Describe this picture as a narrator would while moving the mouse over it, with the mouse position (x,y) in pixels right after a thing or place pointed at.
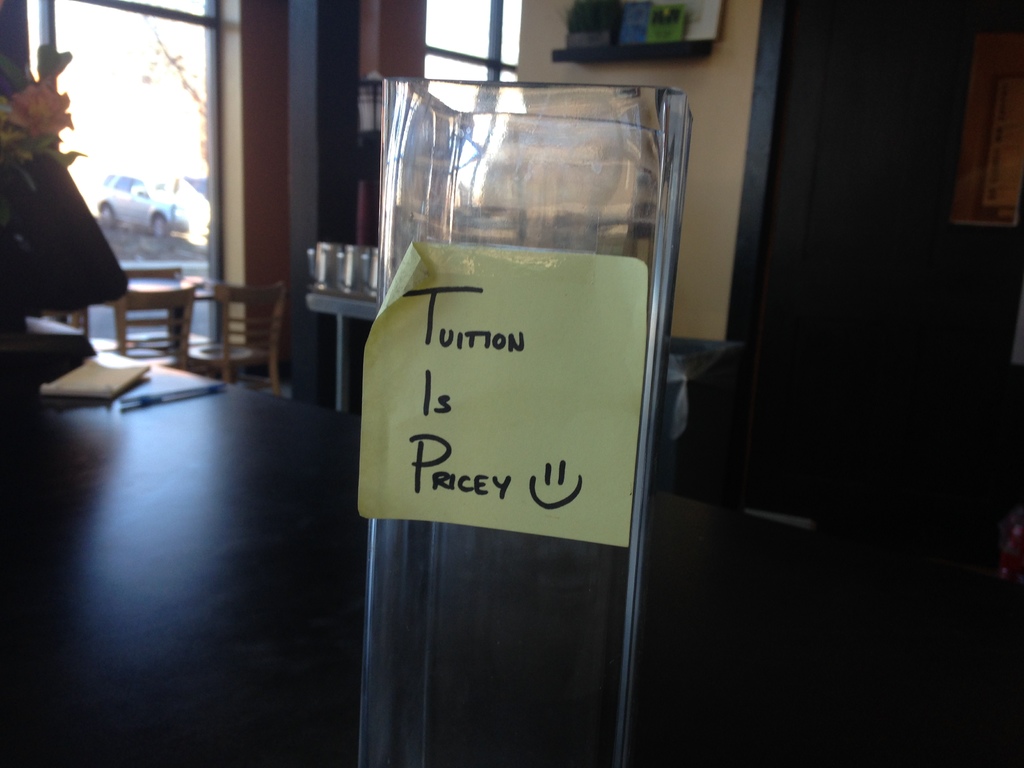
This image is taken indoors. In the background (725,144) there is a wall (258,121). There are two windows (134,132) and there is a door (872,165). There is a picture frame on the wall (568,72). There is a table (327,295) with a few things (339,275) on it. There are a few empty chairs (167,304). Through the window (155,181) we can see there is a car (138,198) parked on the ground (183,241). At the bottom of the image (270,718) there is a table (284,634) with a few things (53,281) on it. In the middle of the image (519,349) there is an object (465,188) with a sticker (519,361) on it. There is a text (508,475) on the sticker (487,443).
